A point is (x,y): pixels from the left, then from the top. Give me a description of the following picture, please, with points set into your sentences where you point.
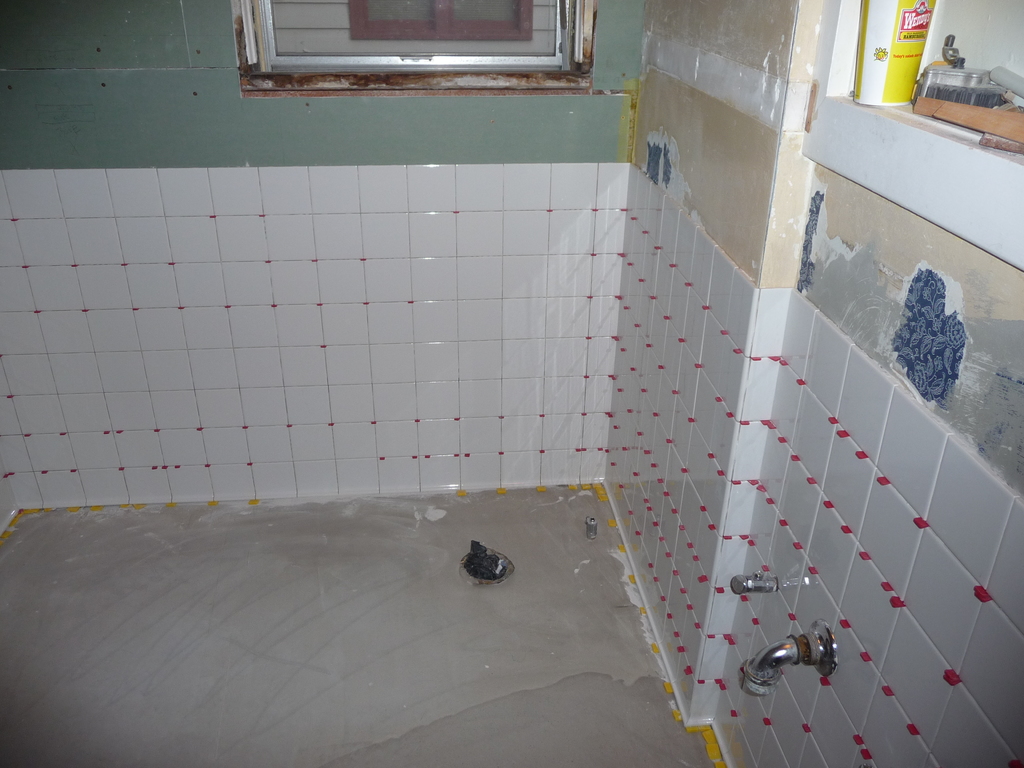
This is an image of the washroom (725,465) where we can see some taps (802,660) on the wall (672,64), window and some things (944,111) on the shelf (962,185).
